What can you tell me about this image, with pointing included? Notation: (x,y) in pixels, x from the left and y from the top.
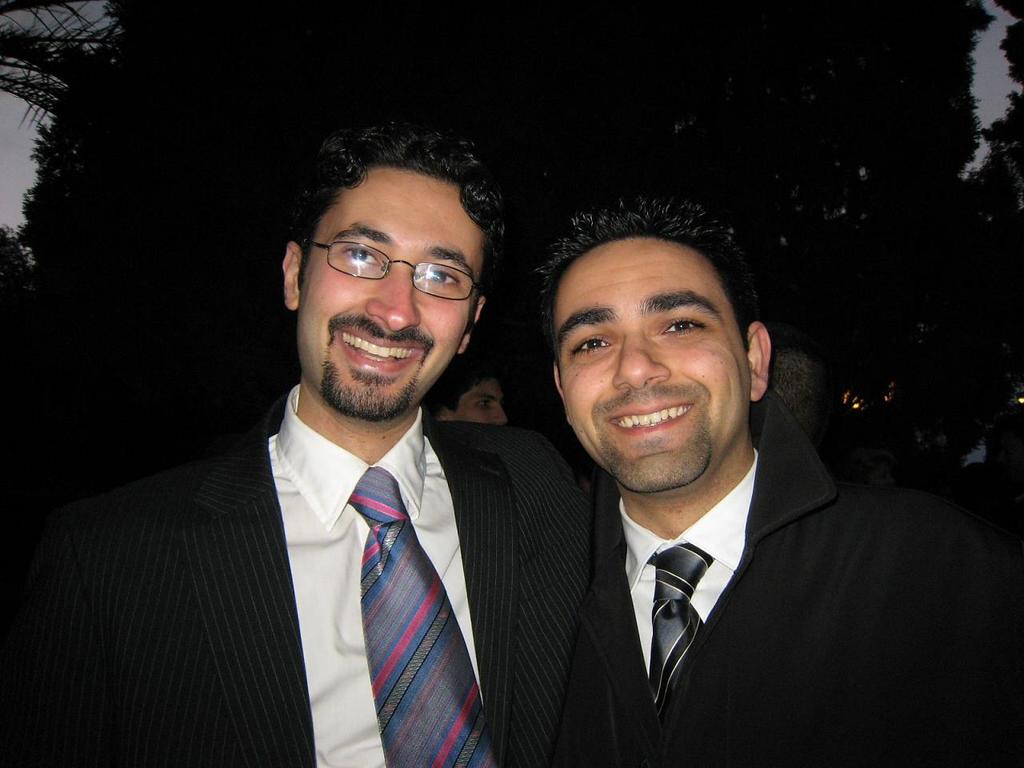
In this image we can see people (574,336) with a smiling face (424,374) and in the background (690,102) we can see trees (577,152).
